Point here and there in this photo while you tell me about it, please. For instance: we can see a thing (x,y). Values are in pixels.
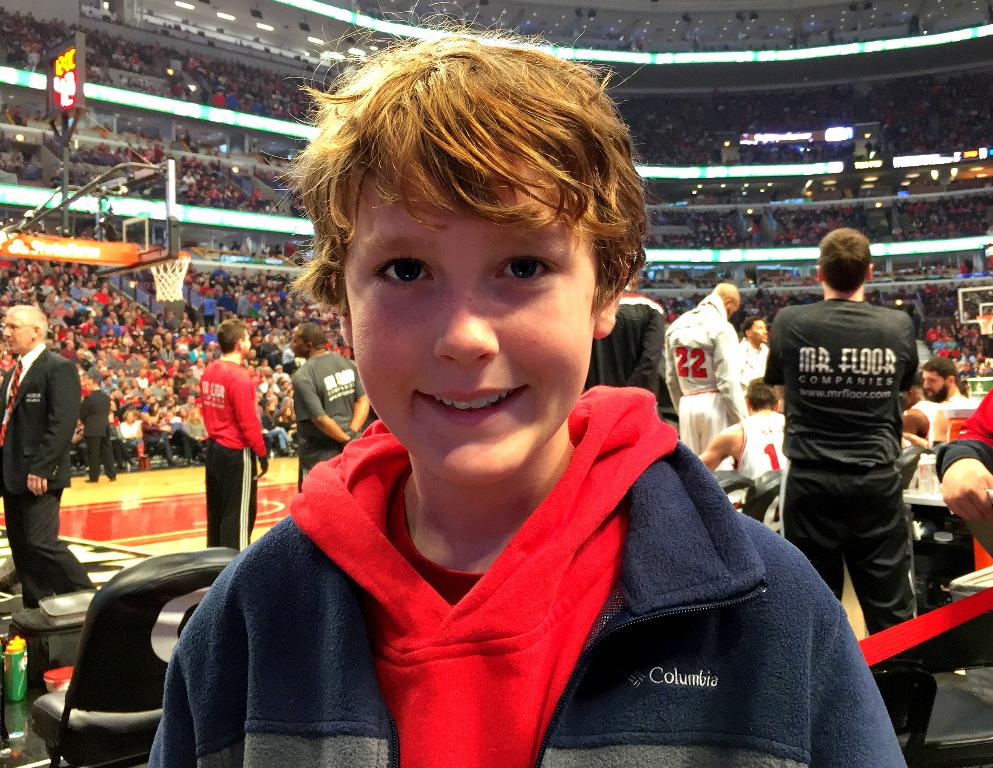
In this image we can see the inside view of the auditorium (649,277). And there are a few people (643,344) standing and there are a few people (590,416) sitting on the chairs (752,486). And at the top (219,213) there are lights (76,209). In the auditorium (36,100) there is the basketball net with stand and board (973,312).
